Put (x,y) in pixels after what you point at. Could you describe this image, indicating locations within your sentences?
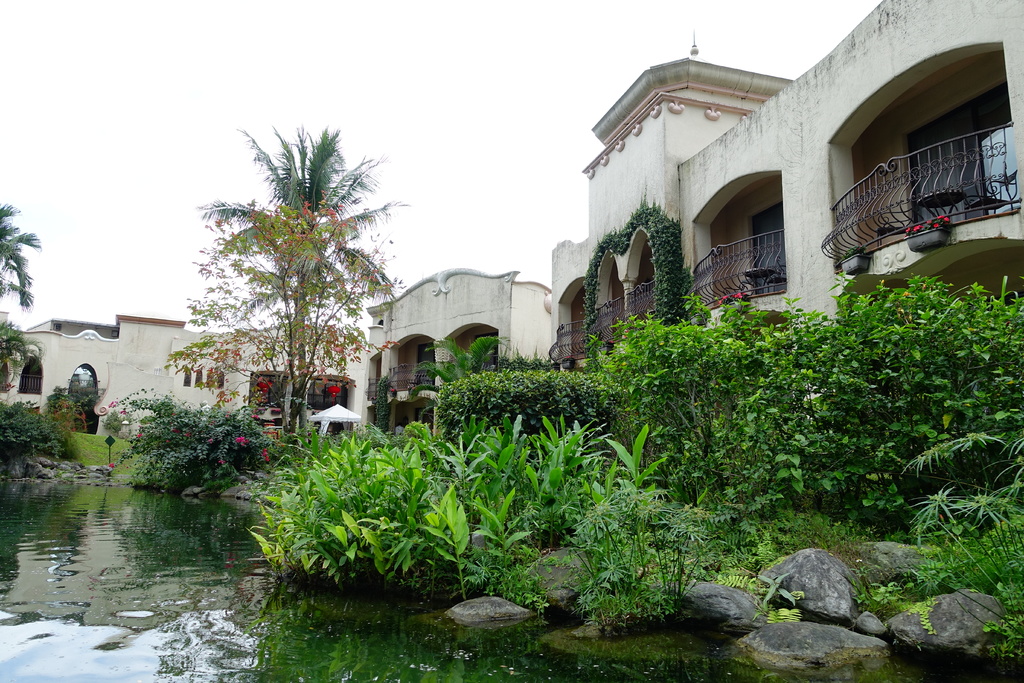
This is an outside view. On the left side (76,548) there is a pond (67,575). On the right side (819,442) there are many plants (555,452). In the background (507,331) there are few buildings (861,211) and trees (310,290). At the top of the image (280,66) I can see the sky (229,68). In the bottom right-hand corner (804,622) there are few stones (963,635).
